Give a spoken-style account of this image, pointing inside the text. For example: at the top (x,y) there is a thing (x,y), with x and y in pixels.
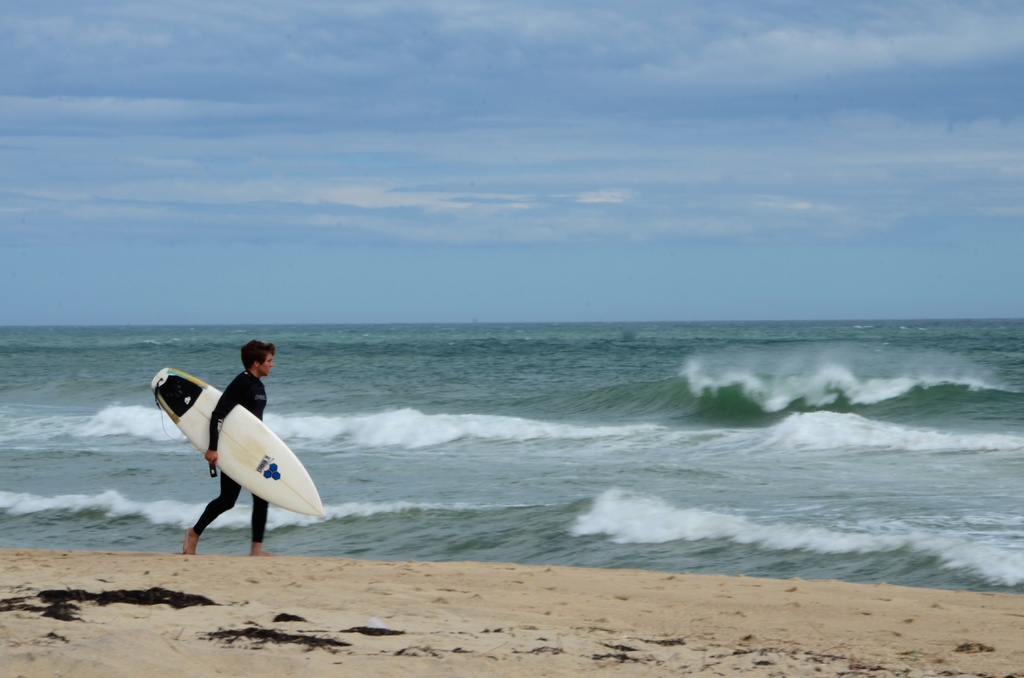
He is walking and he's holding a surfboard (285,503). We can see in background (314,456) sea (683,395) and sky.
